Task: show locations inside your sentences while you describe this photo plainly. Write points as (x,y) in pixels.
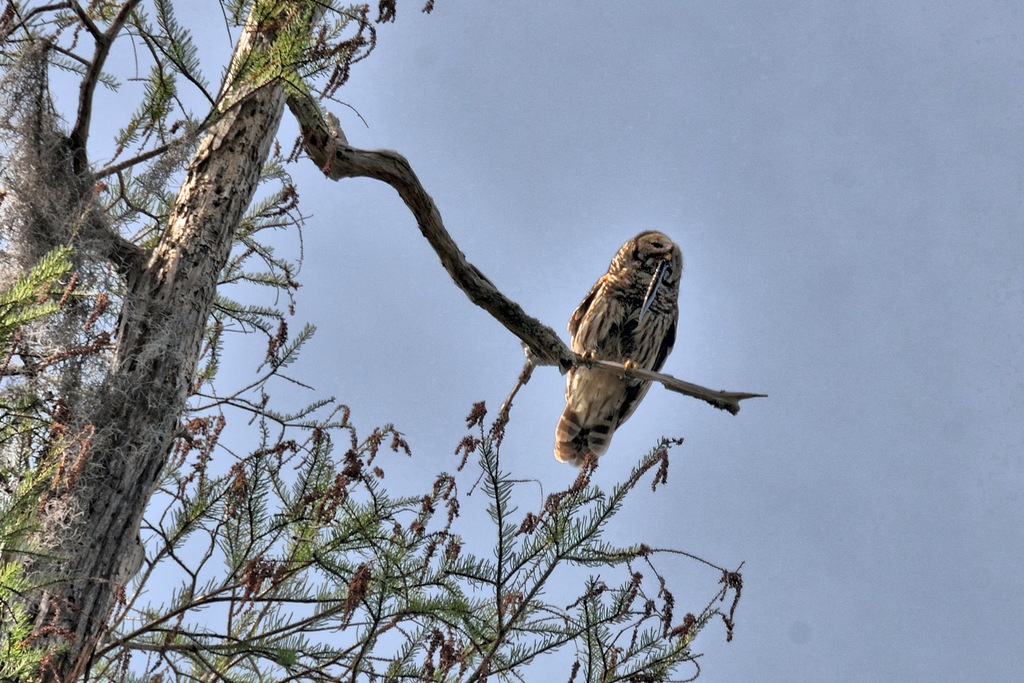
In this image there is an owl (620,269) on the tree stem (491,297). On the left side (143,346) there is a tree (177,449) with the green leaves (263,494). At the top (697,77) there is the sky (708,62).
